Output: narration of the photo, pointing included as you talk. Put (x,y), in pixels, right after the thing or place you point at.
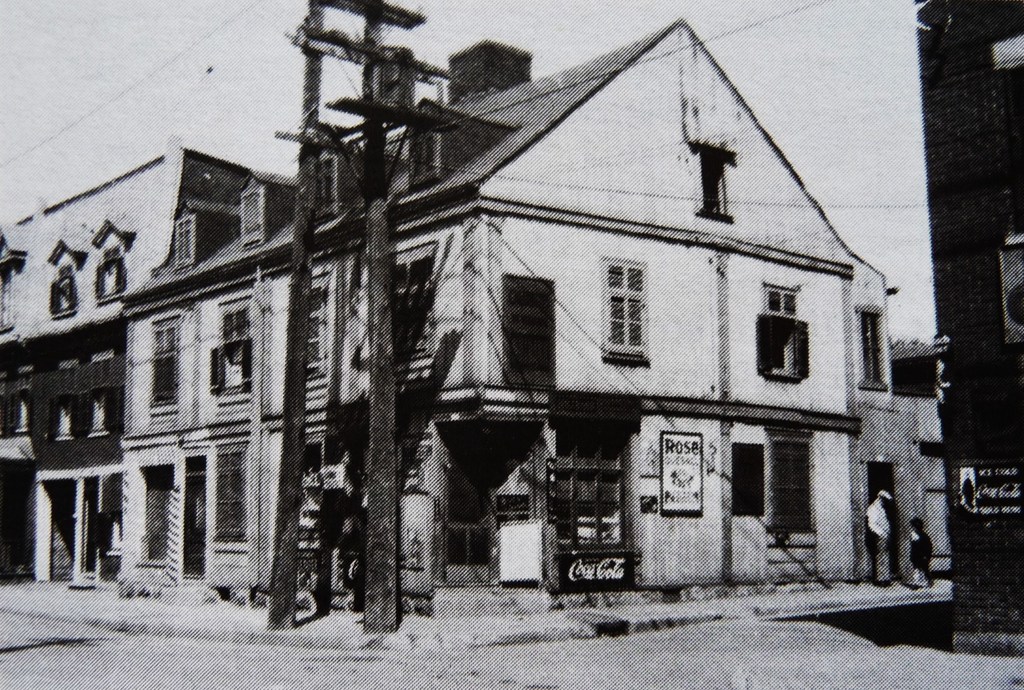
In this image I can see there is a house (459,377) in the middle (671,313). On the right side (872,509) a man (871,533) is standing and a child (928,569) is also standing on the footpath (715,604) there are poles (391,117) in the middle (383,251), at the top (155,55) it is the sky (175,82) and this is the image in black and white color.
